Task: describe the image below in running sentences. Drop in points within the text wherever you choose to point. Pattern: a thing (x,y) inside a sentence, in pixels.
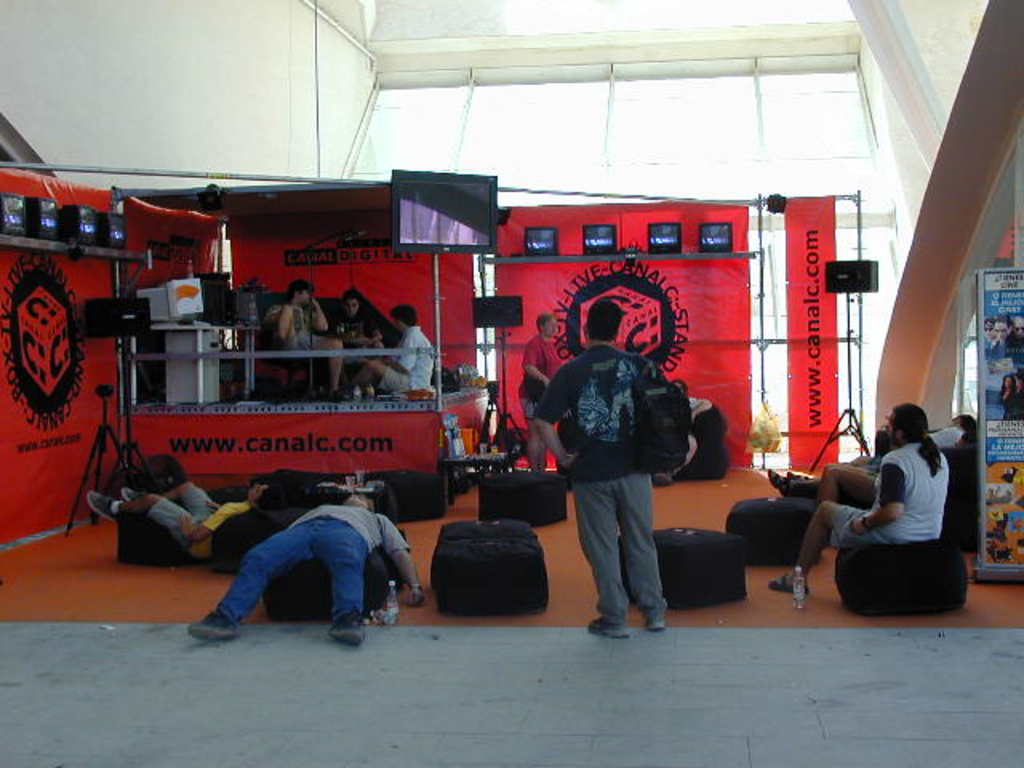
There are people (616,362) and we can see chairs (385,573), bottles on the surface (451,663) and devices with stands (125,408). We can see glasses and objects (462,435) on the table (458,470), speakers (89,309), television (436,238) and some objects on shelves (501,258). On the right side of the image (765,271) we can see board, rods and red banners (659,280). In the background (774,286) we can see wall (788,39) and glass (850,174).
